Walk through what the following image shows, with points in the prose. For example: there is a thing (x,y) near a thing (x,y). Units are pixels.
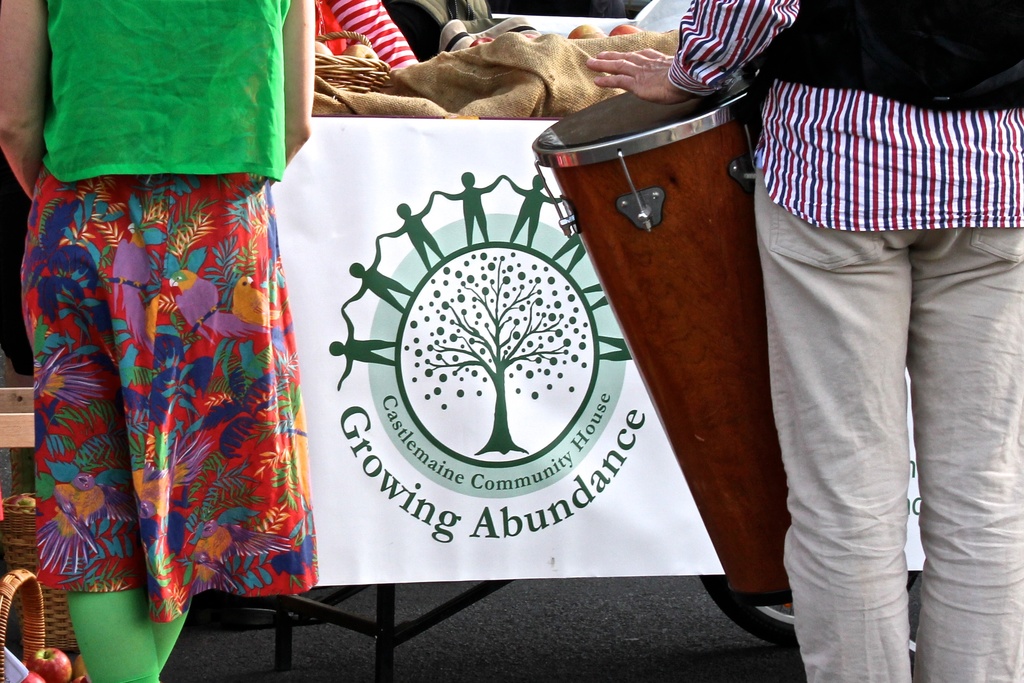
A man (745,62) is standing playing drum (625,205). Beside him a woman (268,507) is standing. There is flex (402,483) with a name (546,479) "Growing abundance community house" on it. There are some apples (55,667) in a basket (1,593) beside the woman (103,617).
